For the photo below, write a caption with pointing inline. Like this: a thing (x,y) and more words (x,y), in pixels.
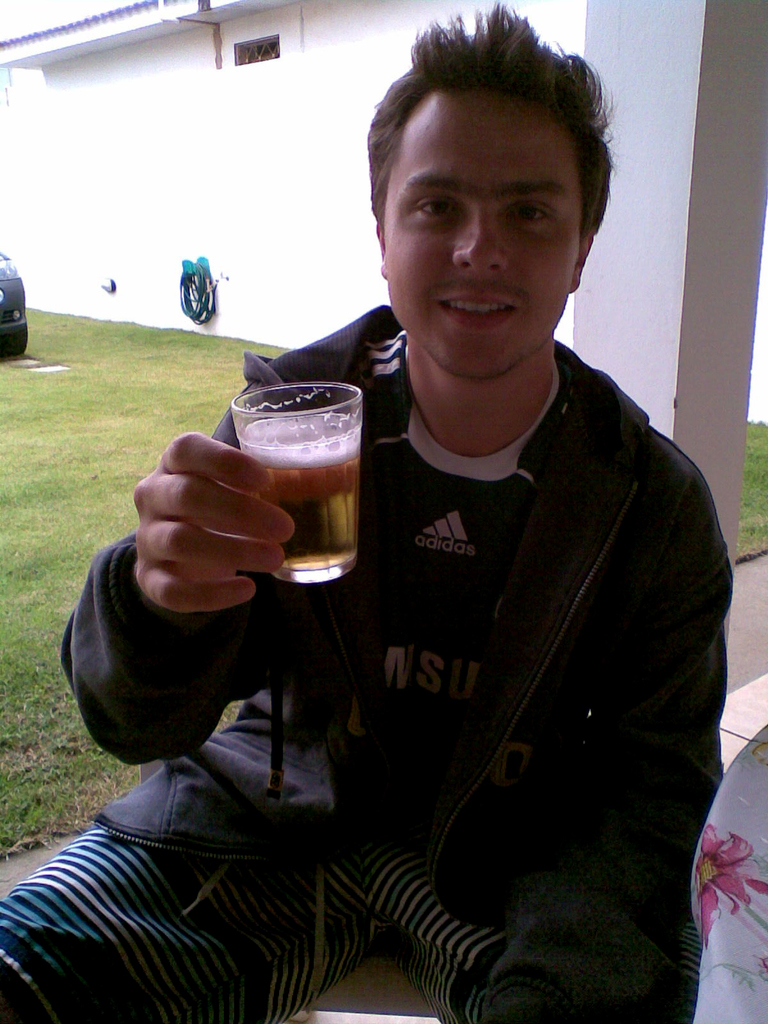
In this picture we can see a man (381,438) who is holding a glass (276,416) with his hand (196,565). This is grass (114,400). Here we can see a pillar (644,174) and there is a wall (163,181).
